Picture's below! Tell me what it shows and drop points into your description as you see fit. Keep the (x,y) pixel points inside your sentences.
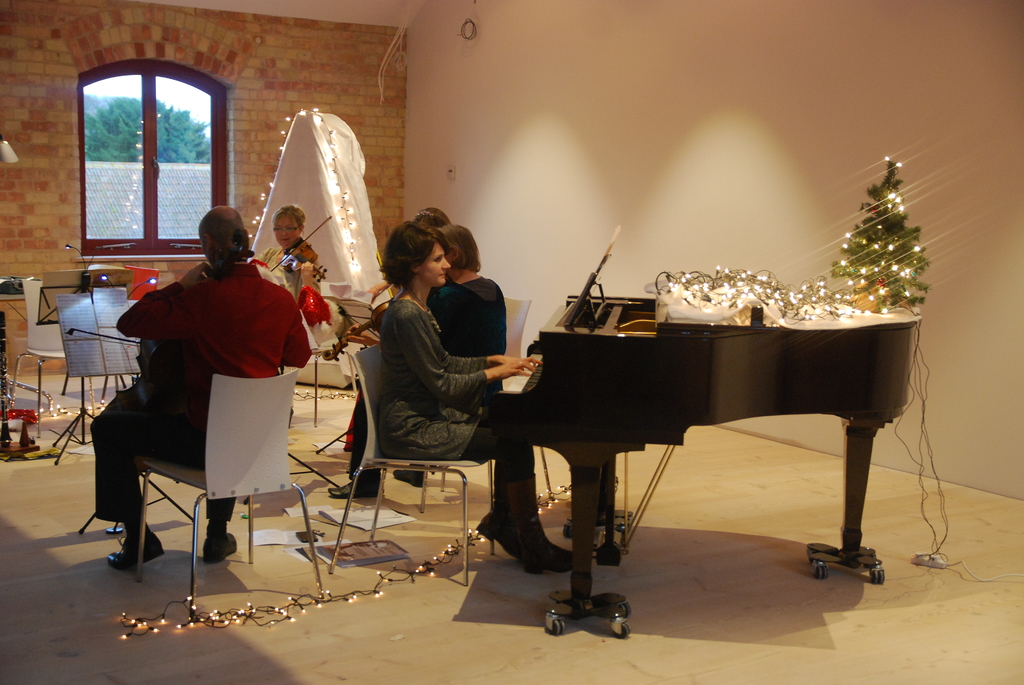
In this image, In the right side (822,372) there is a piano (689,415) which is in black color, There is a woman (522,447) sitting on a chair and she is playing the piano (516,412), In the left side (152,423) there is a man (144,433) sitting and holding a music instrument (177,367), in the background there are some people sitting and holding some music instruments (377,331), In the background (511,142) there is a white color wall (738,132), In the left side (306,88) there is a yellow color wall (36,87) and a glass window (157,137) which is in brown color.
